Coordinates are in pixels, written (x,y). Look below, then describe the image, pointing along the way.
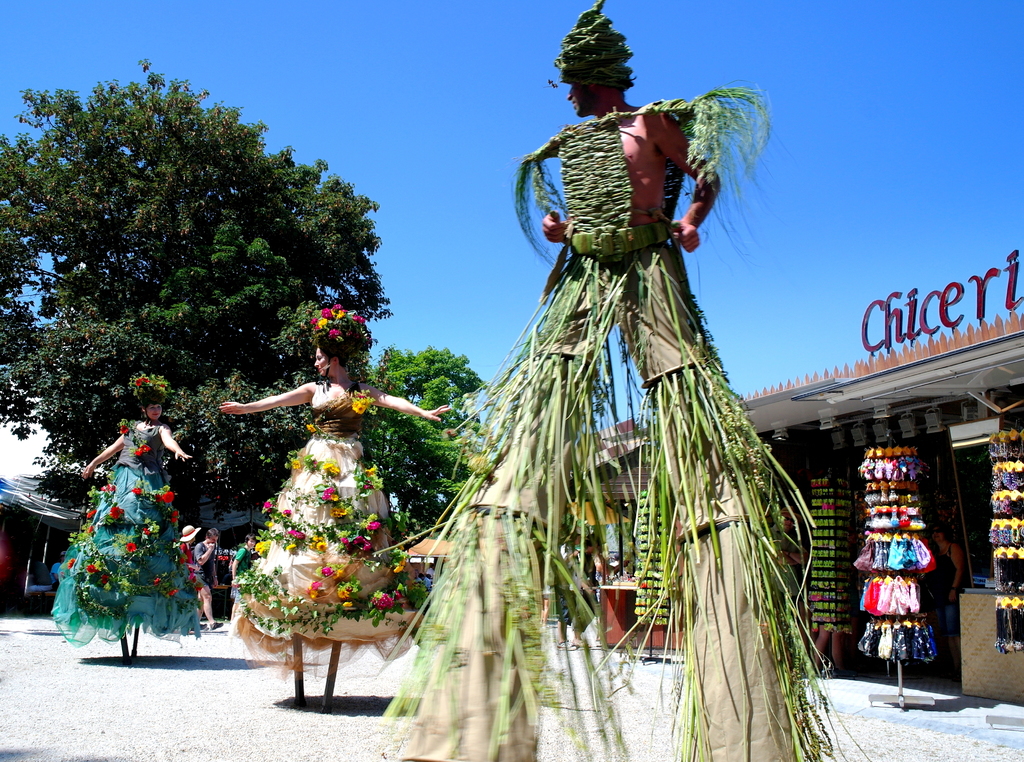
In this image in the center (603,365) there are three persons (668,356) who are wearing some costumes (472,484), and it seems that they are dancing. And in the background (946,494) there are some stores (858,541), in that stores (928,443) there are some clothes (908,540) and some objects (910,472). And on the building (907,395) there is text (911,304), and on the left side (48,274) there are some stores (52,549) and trees (271,435). At the bottom (9,668) there is walkway (9,649), and at the top (876,177) there is sky (756,177).
